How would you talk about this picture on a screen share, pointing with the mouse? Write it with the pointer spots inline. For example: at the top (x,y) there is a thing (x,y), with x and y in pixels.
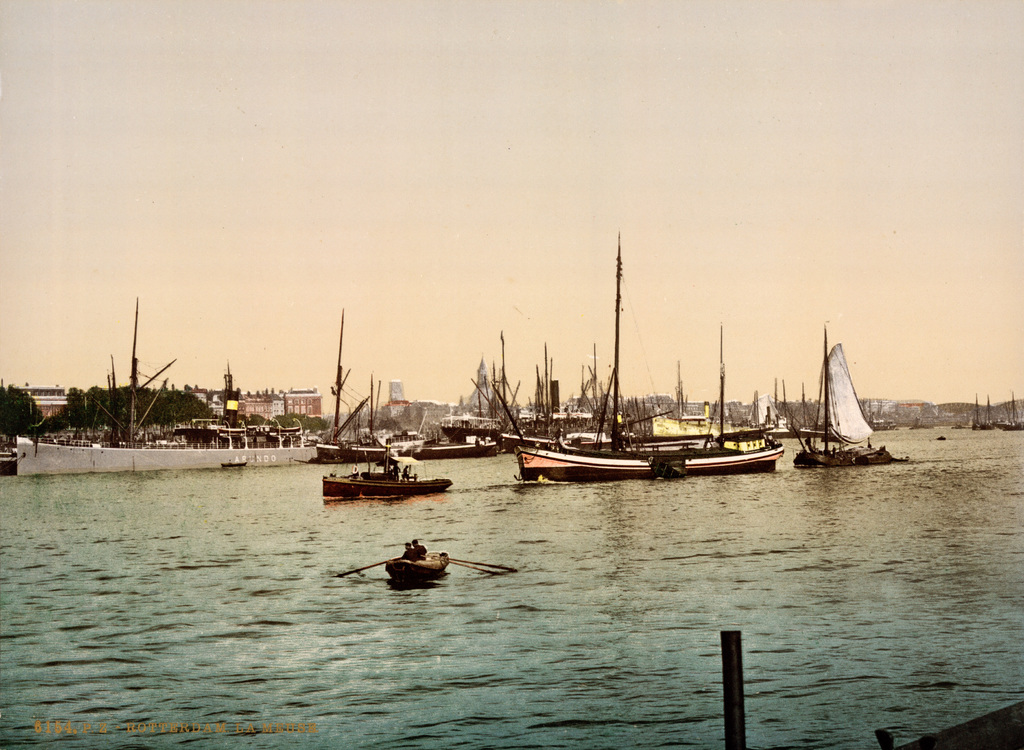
There are boats (64,443) on the water (433,541). In the background (54,403), there are trees (185,401), buildings (272,393) and there is sky (347,185).
